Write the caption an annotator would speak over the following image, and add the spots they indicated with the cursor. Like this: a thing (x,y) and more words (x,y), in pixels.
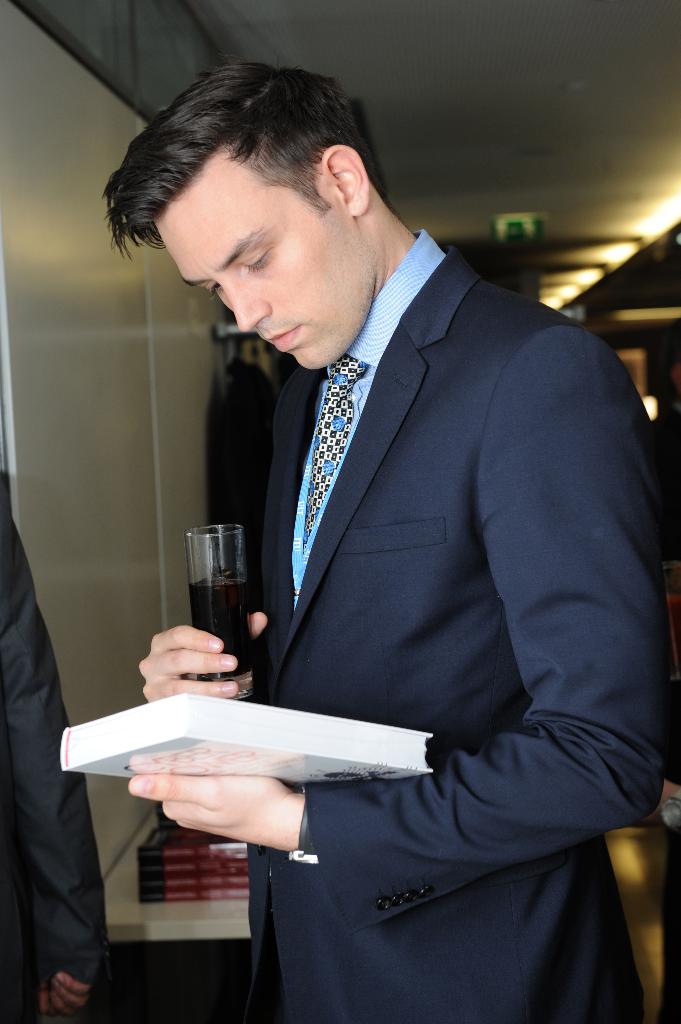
This image is taken indoors. In the background (54,539) there is a wall (175,539) and a table (190,917) with a few books (161,889) on it. At the top of the image (505,90) there is a ceiling (562,250) with a few lights (648,229). In the middle of the image (449,434) a man (453,603) is standing and he is holding a book (189,747) and a glass of drink (206,622) in his hands (197,801). On the left side of the image (57,864) there is a person (39,780).
